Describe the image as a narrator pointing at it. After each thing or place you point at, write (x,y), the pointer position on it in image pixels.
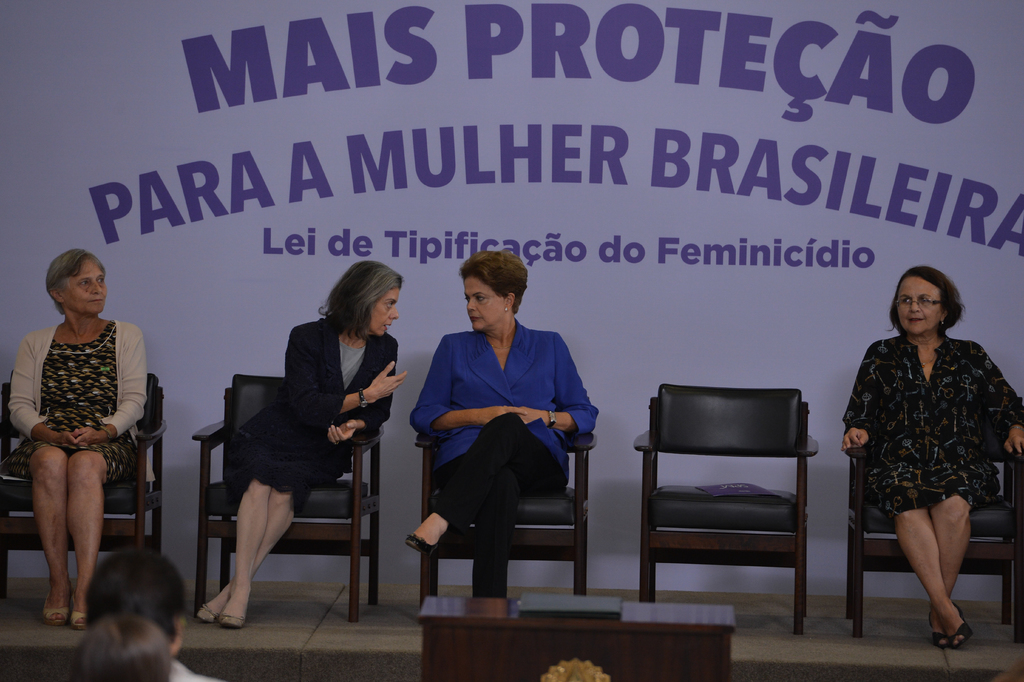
In this picture there are four women (127,360) sitting in chairs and there is an unoccupied chair (755,428) on the stage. A poster (159,243) with MAIS PROTECAO written on it.
